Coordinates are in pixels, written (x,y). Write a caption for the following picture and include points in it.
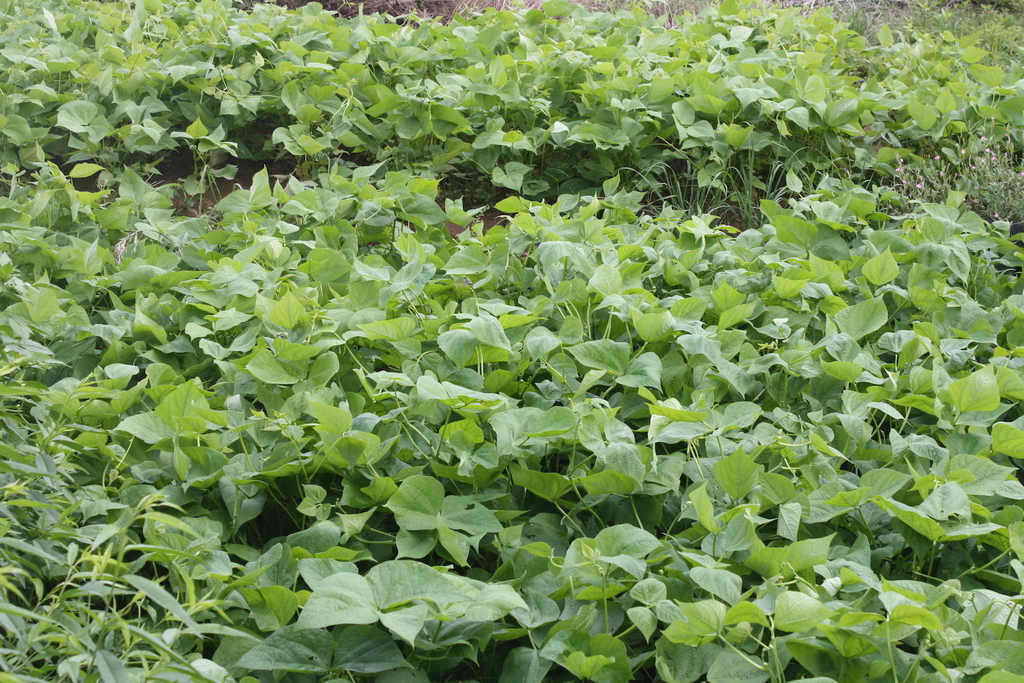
In this image we can see some plants (637,218), grass (986,22) and other objects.
